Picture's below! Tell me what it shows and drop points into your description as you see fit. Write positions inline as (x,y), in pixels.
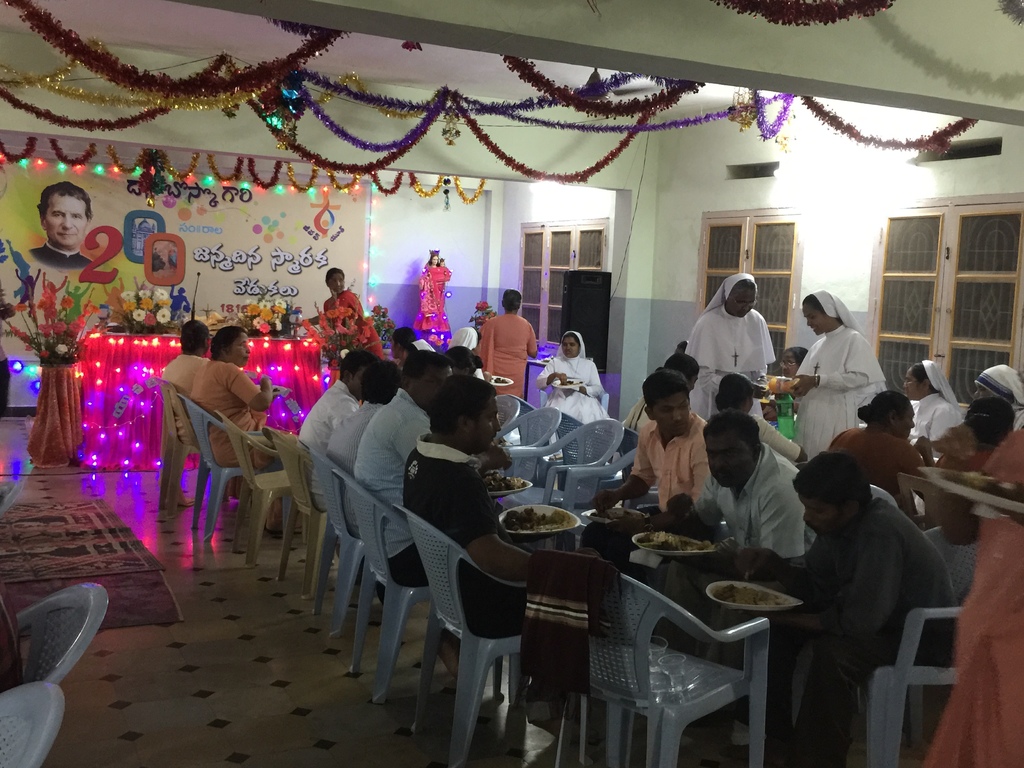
Most of the persons (316,417) are sitting on a chair (747,633). These persons (501,550) are holding a plate (753,609) with food (754,593). These 2 women (734,314) are standing. These are windows (936,271). This is a sound box (599,309). On this table (145,354) there are bouquets (265,311). This is a poster (238,251) on wall (389,240). This is a sculpture (438,302). Floor (167,532) with carpet (113,556). This woman (803,401) is holding a bottle (793,422).
